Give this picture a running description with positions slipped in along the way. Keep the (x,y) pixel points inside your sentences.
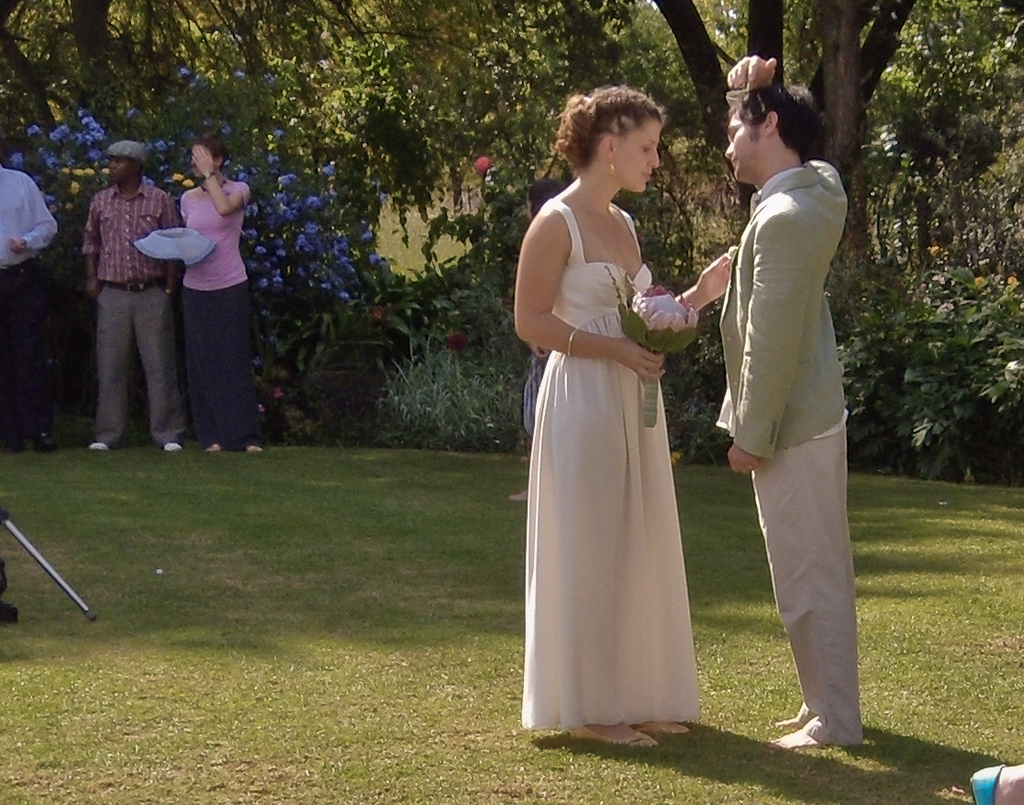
In this image, we can see five people (542,578) are standing on the grass (294,675). Here two women (642,405) are holding some objects (171,248). Background (447,371) we can see plants (330,256), flowers (340,217), trees (331,165). Left side of the image (24,544), we can see some rod (42,565). Right side (1017,781) bottom, we can see a human feet (1007,789) with footwear (993,791).
